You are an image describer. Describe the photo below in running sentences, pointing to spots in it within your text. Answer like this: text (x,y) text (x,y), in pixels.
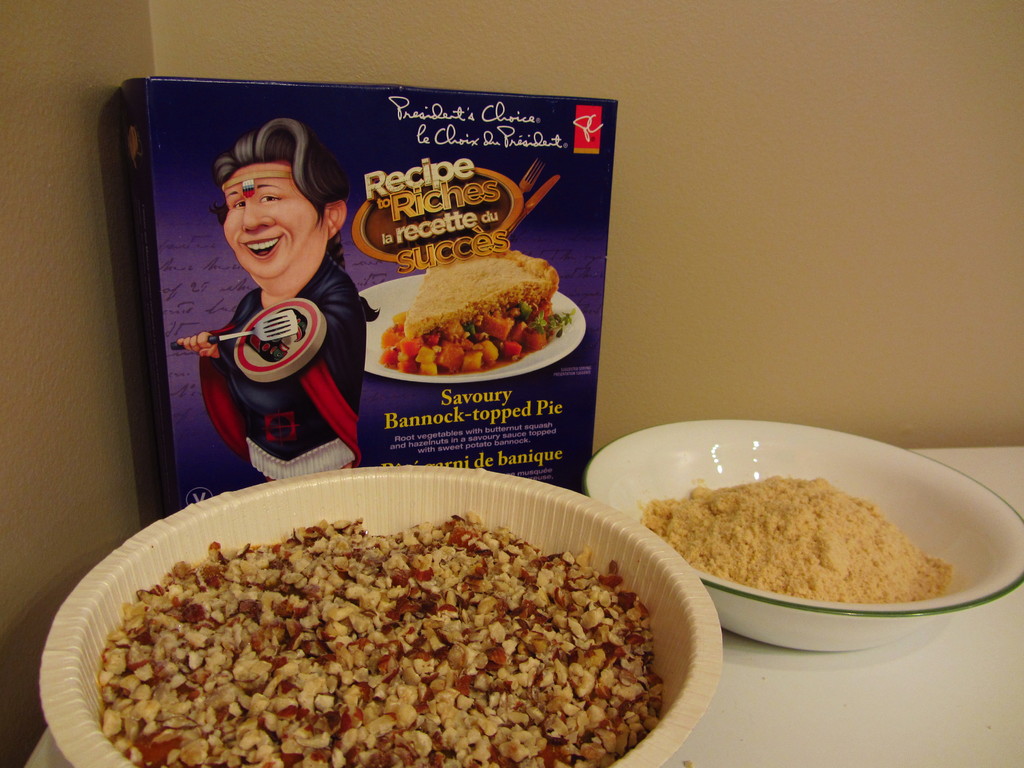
Here in this picture we can see a table (997,749) present, on which we can see food items (519,570) present in bowls (449,474) over there and behind it we can see the box (167,203) of it also present over there.
